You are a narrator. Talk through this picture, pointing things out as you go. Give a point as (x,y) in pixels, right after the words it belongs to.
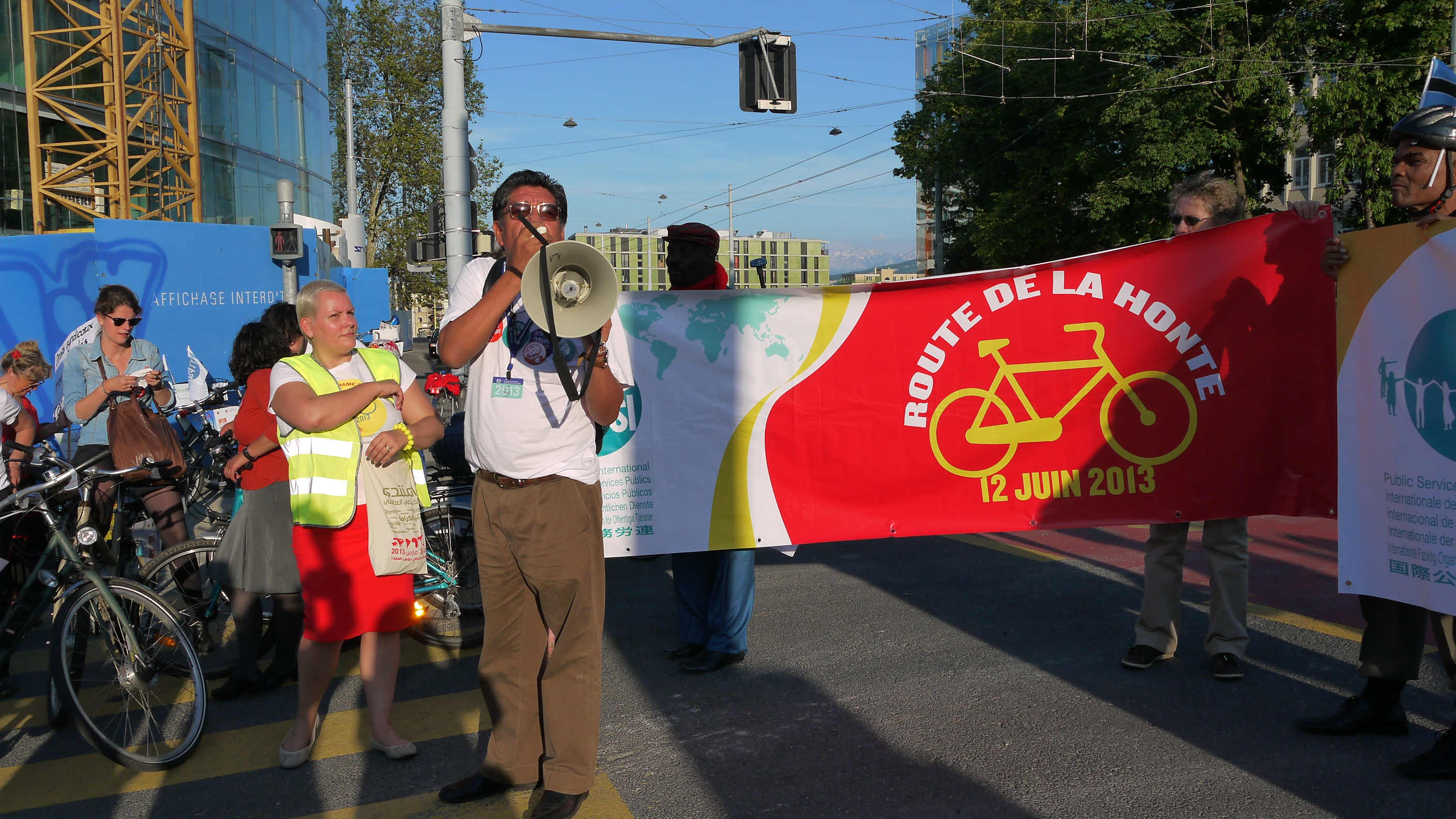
In this image I can observe few persons (338,439). Some of them are holding a bicycle (201,674). One of the persons (478,347) is holding a mic (605,309). Two persons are holding a banner (979,430). In the background (778,231) I can see few buildings (640,285). On the right side (1245,147) I can see few trees (1206,161). I can see the sky (721,174).
